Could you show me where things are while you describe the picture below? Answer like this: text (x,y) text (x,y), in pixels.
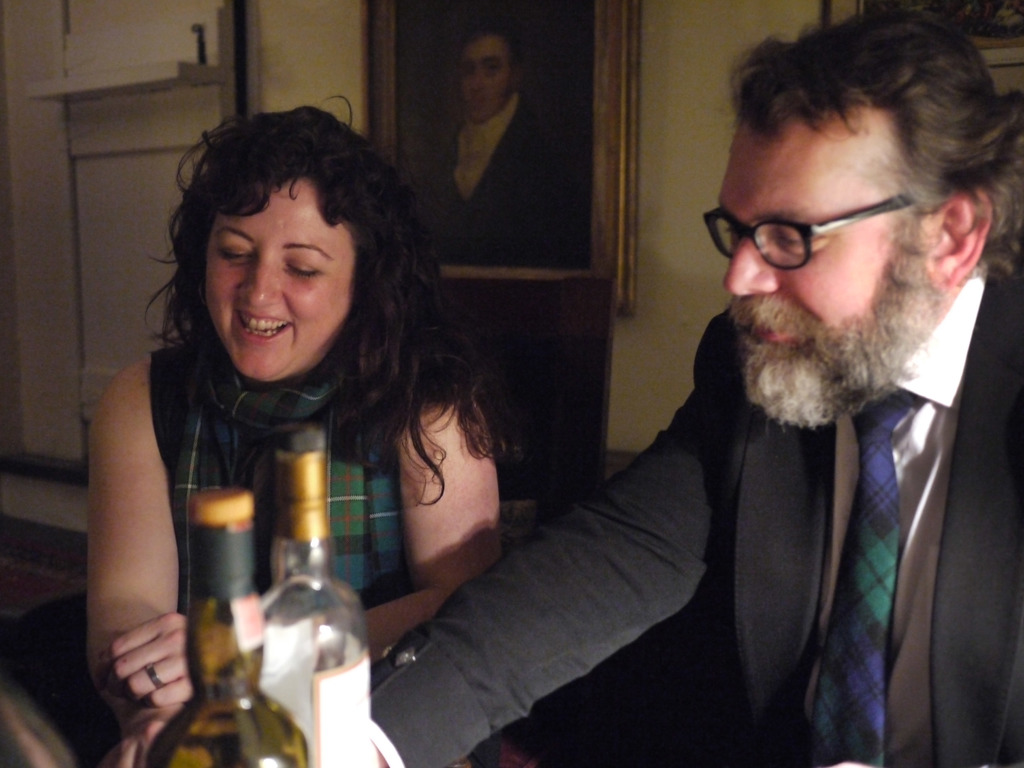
As we can see in the image there is a wall (678,152), photo frame (491,169), two people (882,413) sitting on chairs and two bottles (236,698).
